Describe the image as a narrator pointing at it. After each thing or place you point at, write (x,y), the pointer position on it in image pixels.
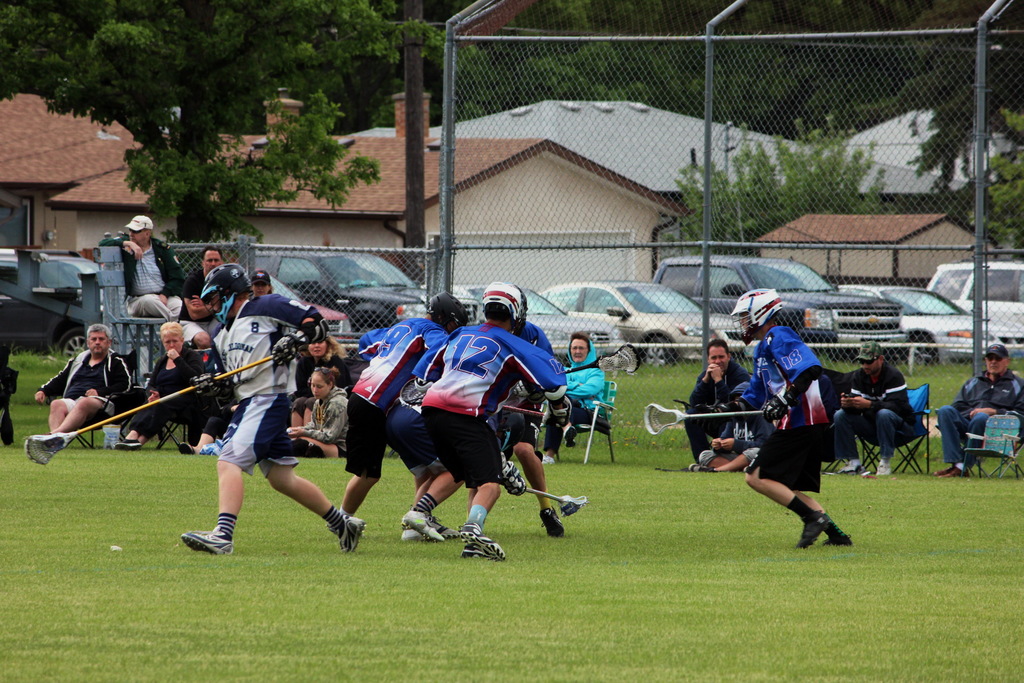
In this picture we can see some people (768,465) are playing field lacrosse game, they wore helmets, gloves (524,401) and shoes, at the bottom (670,534) there is grass (784,541), we can see some people (840,423) are sitting on chairs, there is fencing (613,210) in the middle (613,228), in the background (614,206) there are some trees (819,150), houses (431,170) and cars (685,296).
